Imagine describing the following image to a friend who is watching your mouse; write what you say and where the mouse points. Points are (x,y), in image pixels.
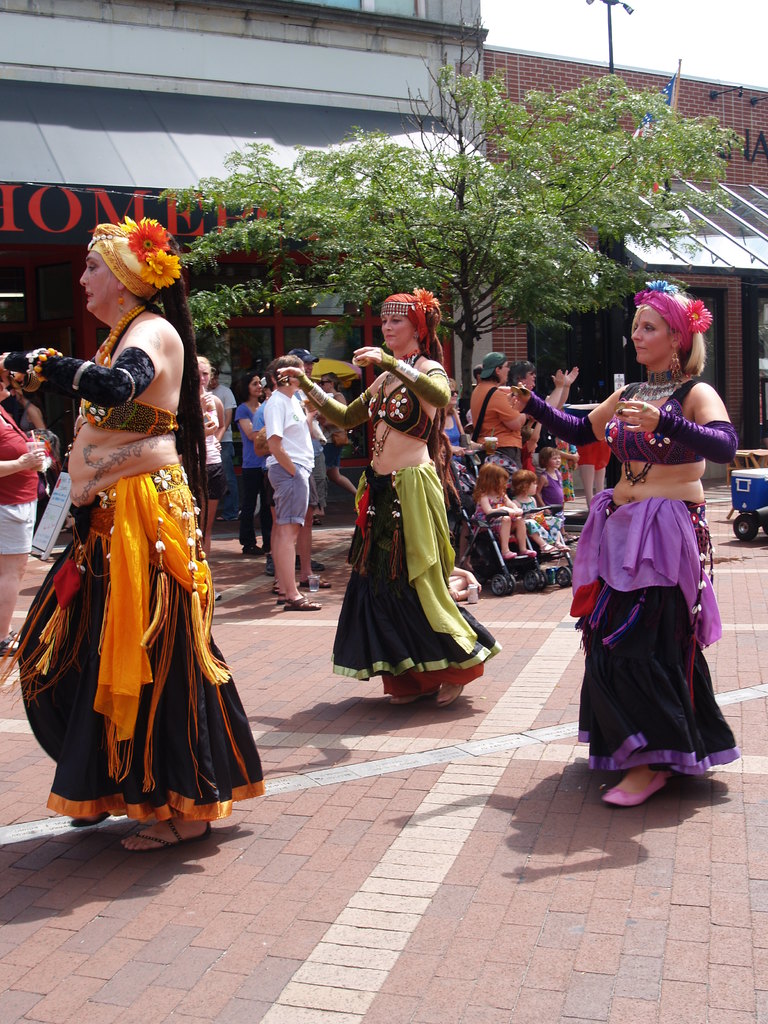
In this image we can see many people (438,557) and few people (707,710) are dancing in the image. There is a store (274,159) and a tree (464,216) in the image. There is a sky (685,55) in the image. There are few children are sitting on some objects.
